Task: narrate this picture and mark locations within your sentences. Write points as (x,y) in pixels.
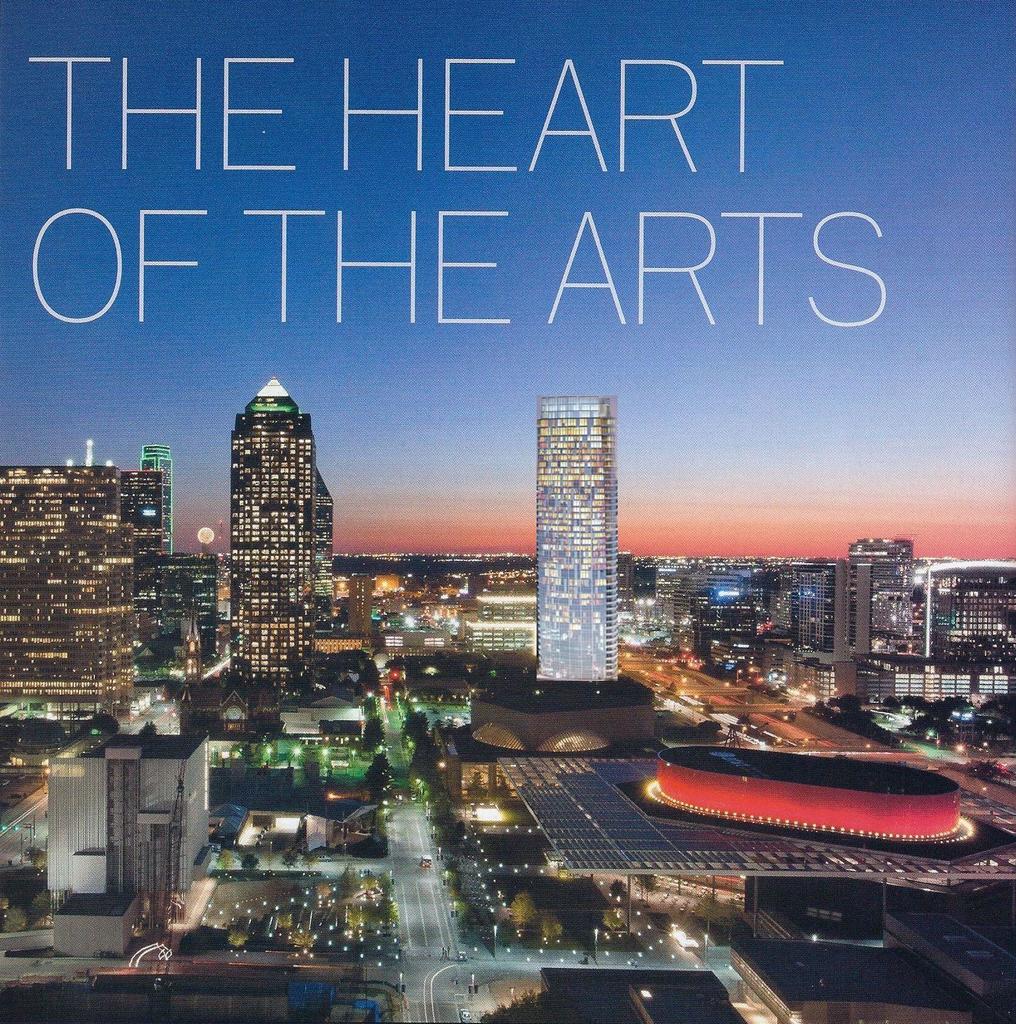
In this picture, there are many buildings (852,857). At the bottom of the picture (449,1013), we see a road (446,957) on which vehicles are moving. On either side of the road (442,979), there are street lights (441,763). There are many buildings (167,589) and street lights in the background (662,612). On the right side (810,712), there are trees (940,721). At the top of the picture (365,187), we see the sky (748,410) and at the top of the picture (275,149), it is written as "THE HEART OF THE ARTS".
